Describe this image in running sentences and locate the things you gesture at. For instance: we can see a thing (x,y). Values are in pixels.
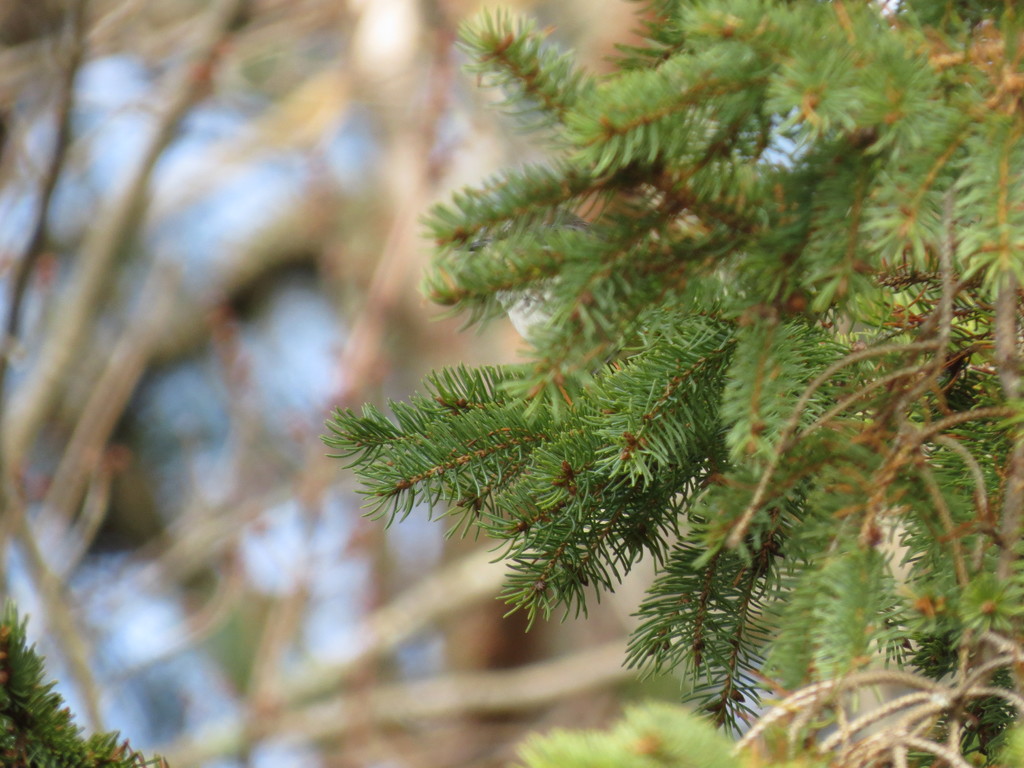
In this image I can see a tree (711,389) which is green and brown in color and I can see the blurry background (99,243) in which I can see few trees (225,294) and the sky (258,338).
